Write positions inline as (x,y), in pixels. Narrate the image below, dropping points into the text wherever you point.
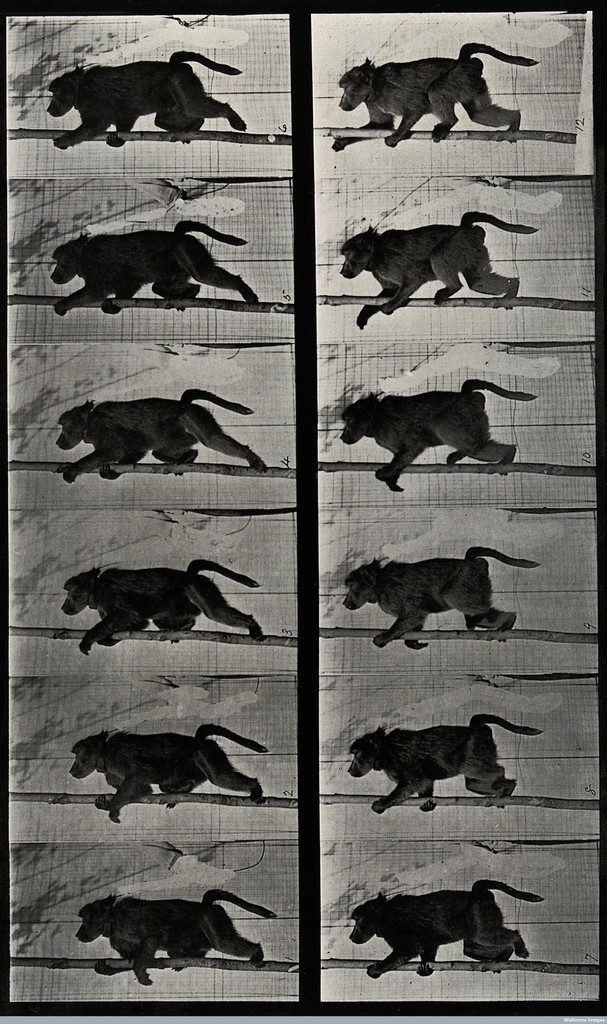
In this image I can see the animation of an animal (169,916).
